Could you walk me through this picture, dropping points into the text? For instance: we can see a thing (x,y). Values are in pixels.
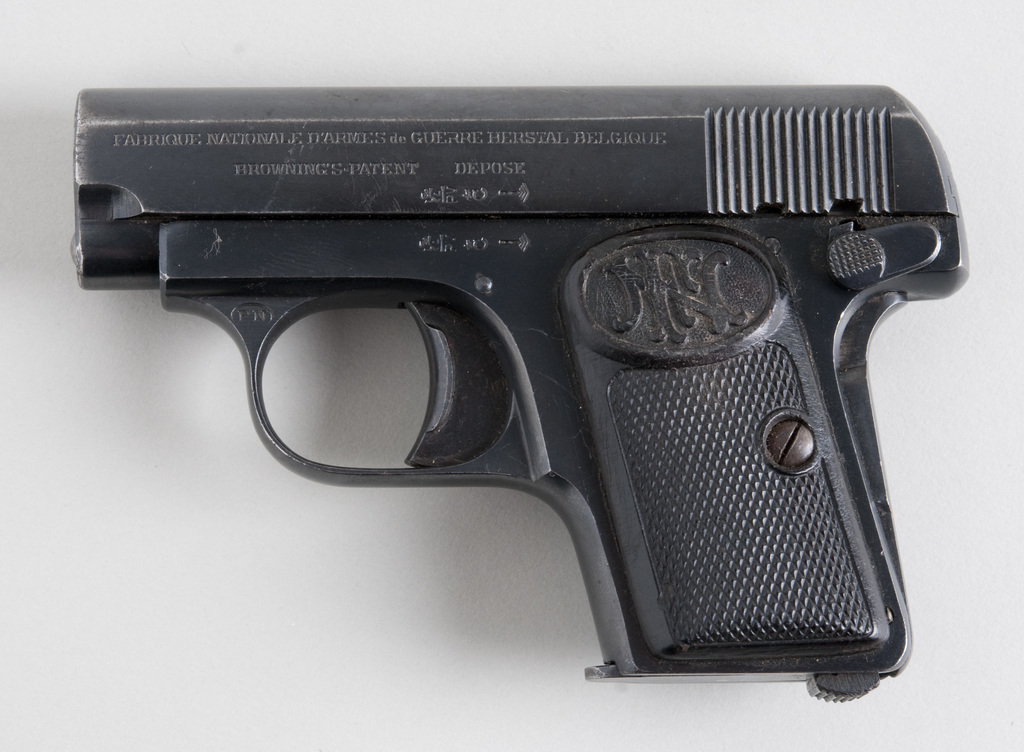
In the center of the image (674,345), we can see a gun (431,136) on the table (344,563).
